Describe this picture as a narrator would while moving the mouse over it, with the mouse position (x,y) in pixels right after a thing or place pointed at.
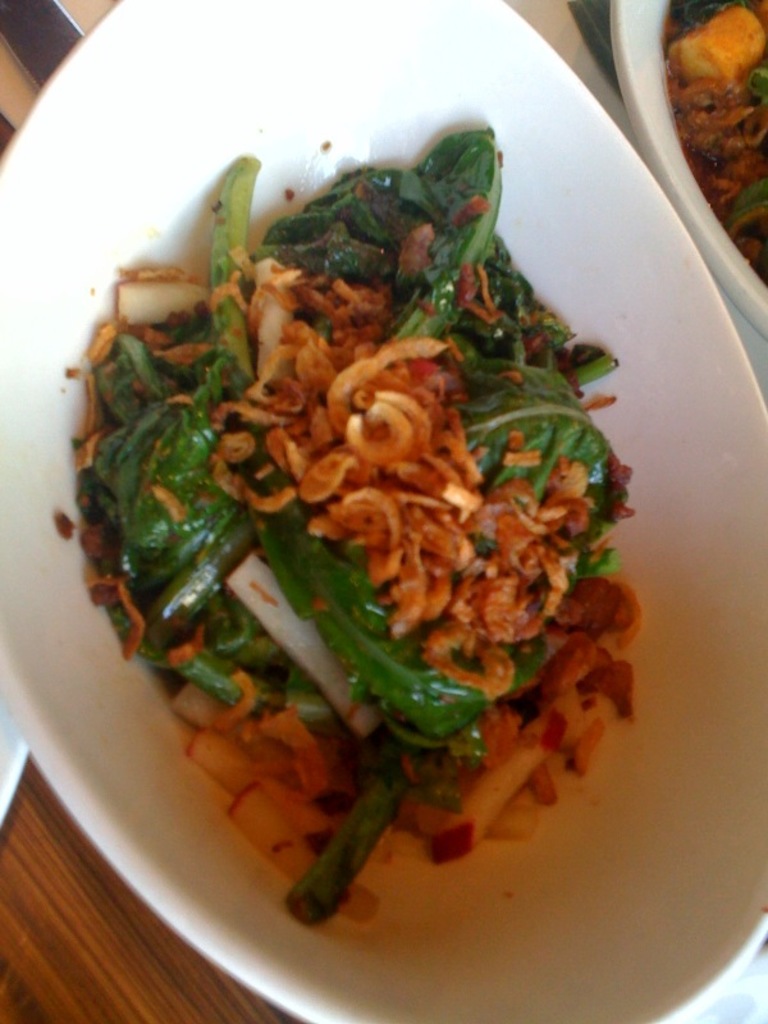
In this image, we can see a white color bowl (424,30) and there is some food (594,425) in the bowl (9,437).
